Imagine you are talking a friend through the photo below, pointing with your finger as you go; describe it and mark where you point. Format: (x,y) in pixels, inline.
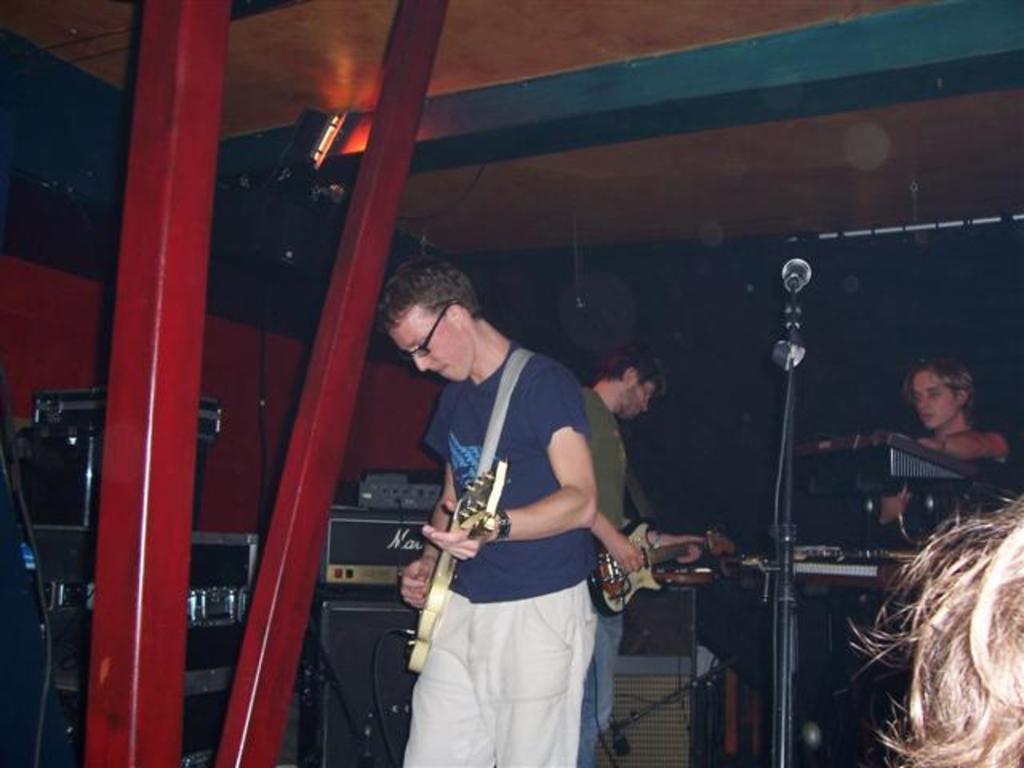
In this image there are group of persons (565,475) who are playing musical instruments (844,552) and at the background of the image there are sound boxes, microphones (782,609).
